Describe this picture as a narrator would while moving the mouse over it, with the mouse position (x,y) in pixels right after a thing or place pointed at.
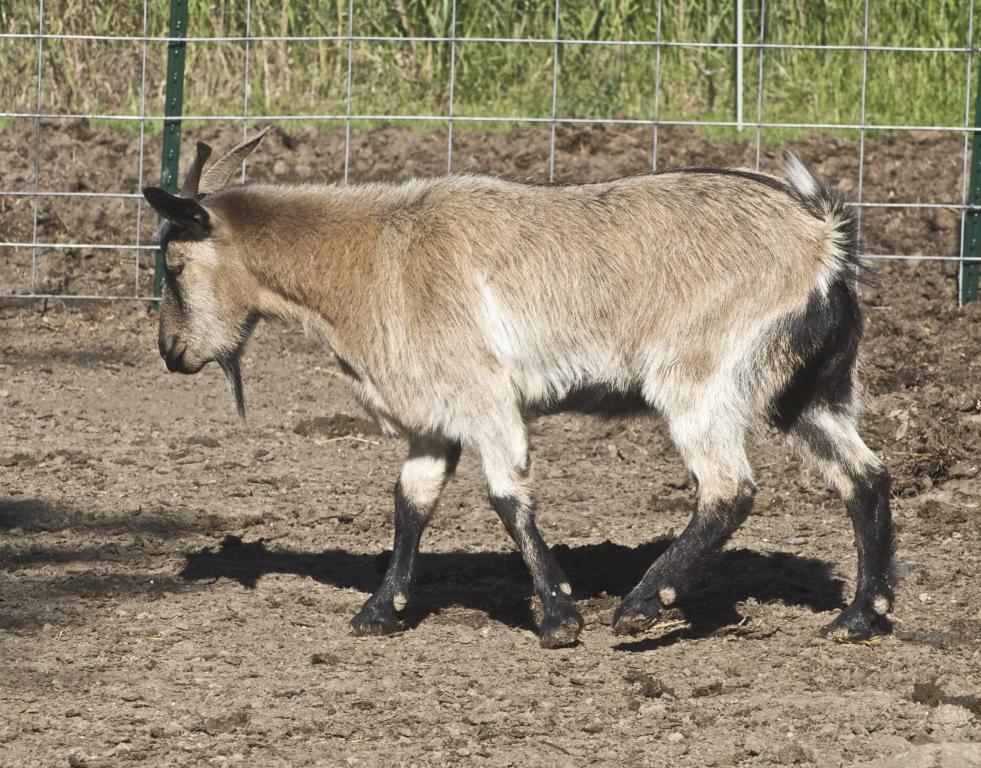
In this image I can see a goat (262,270) is standing on the ground (576,655). In the background (245,62) I can see fencing (661,42) and bushes (292,4). I can also see shadows (319,565) on the ground (348,568).
